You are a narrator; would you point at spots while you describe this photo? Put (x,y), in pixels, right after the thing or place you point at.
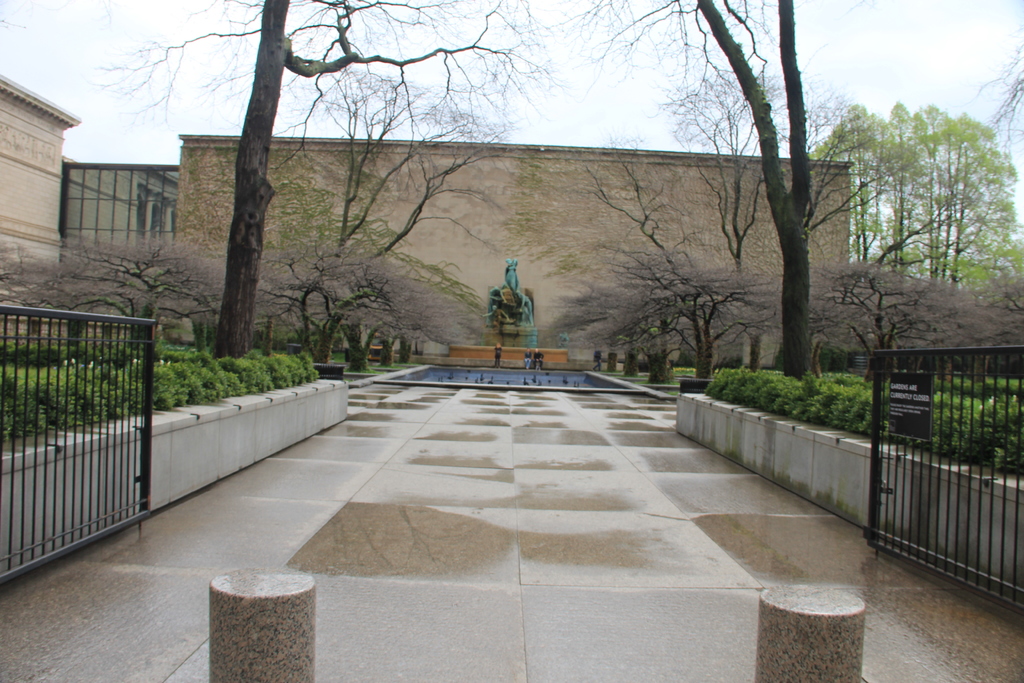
In this image I can see a wall (381,153) with a statue (494,303) in the center (506,302). Some people (496,363) are standing and an artificial fountain (511,371) or a water pool (458,380). I can see a walkway (348,667) from the bottom towards the center of the image (647,416). I can see trees (328,336) and plants (309,361) on both sides of the image. I can see a gate (113,317) opens with two wings (872,473), one is on the right (899,450) one is on the left side of the image (16,436). I can see two pillars like structures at the bottom of the image (849,671). On the left hand side of the image (101,199) I can see a building (96,196). At the top of the image (110,133) I can see the sky (102,37).
